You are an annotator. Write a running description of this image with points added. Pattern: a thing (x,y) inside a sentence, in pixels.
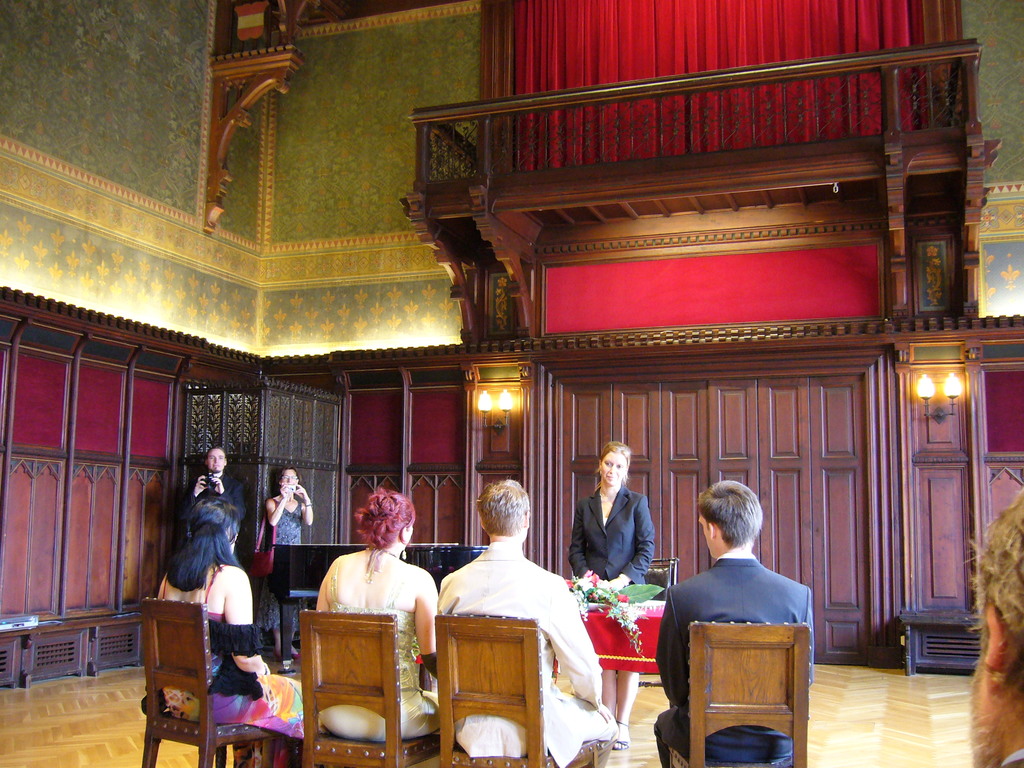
In this image, In the middle (635,500) there are some people (489,614) sitting on the chairs (179,634) which are in brown color and there is a woman (623,562) standing and in the background (677,398) there are some doors (854,468) which are in brown color and in the top (543,154) there is a red color curtain (813,86) and a brown color wooden block (643,170).
